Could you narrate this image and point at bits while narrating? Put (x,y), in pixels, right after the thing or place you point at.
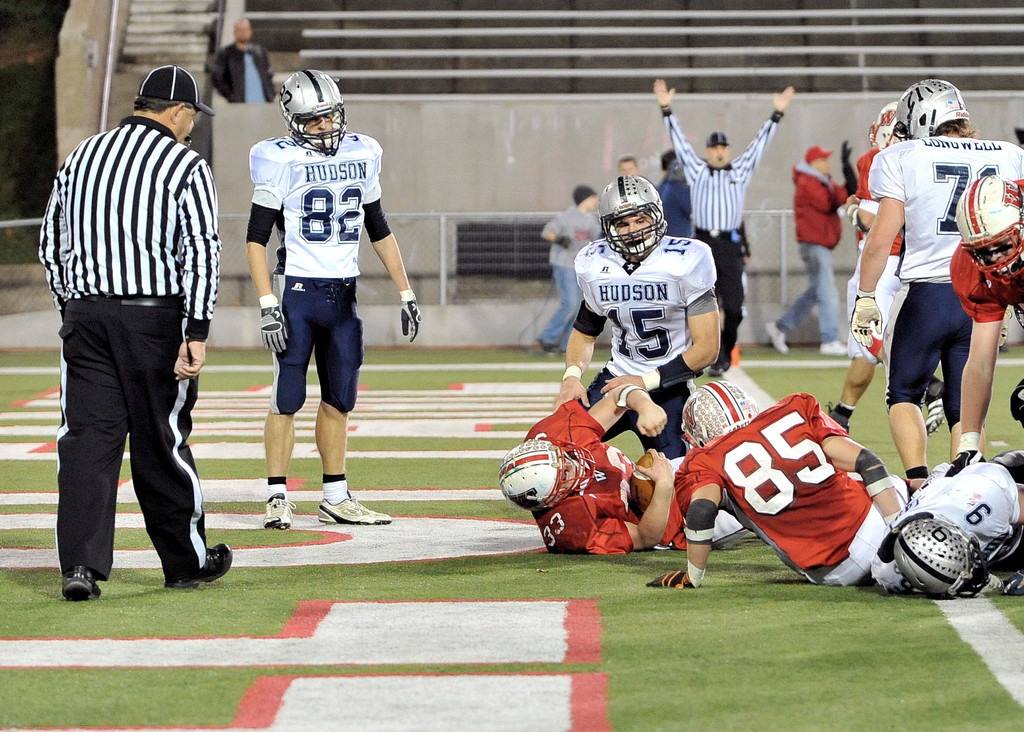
In this image we can see few persons (717,189) are standing on the ground (807,364) and a person (707,260) is sitting and another persons (614,474) are lying on the ground (862,626). In the background (230,143) we can see few persons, wall (446,198), fence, steps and other objects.
